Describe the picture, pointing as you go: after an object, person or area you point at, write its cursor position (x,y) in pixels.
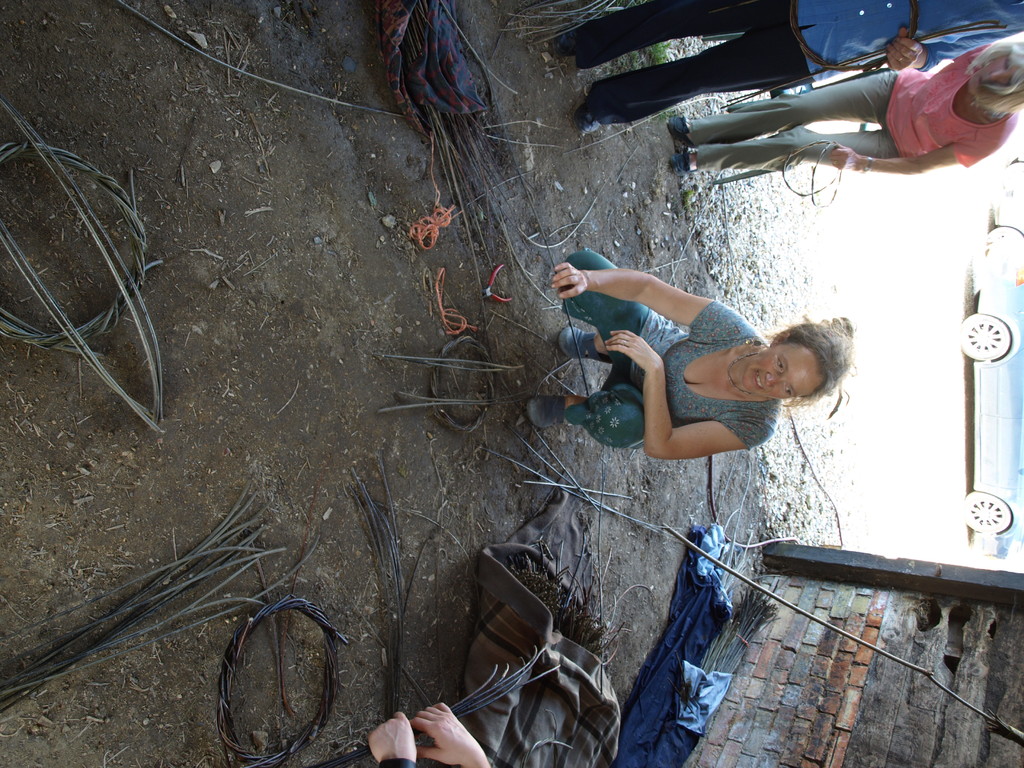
In this image I can see few people (792,357) with different color dresses (602,393). I can see the clothes (696,675) and wires (442,417) on the ground (272,407). To the side of these people (592,403) I can see the wall (780,675) and there is a vehicle (1003,365) can be seen.
